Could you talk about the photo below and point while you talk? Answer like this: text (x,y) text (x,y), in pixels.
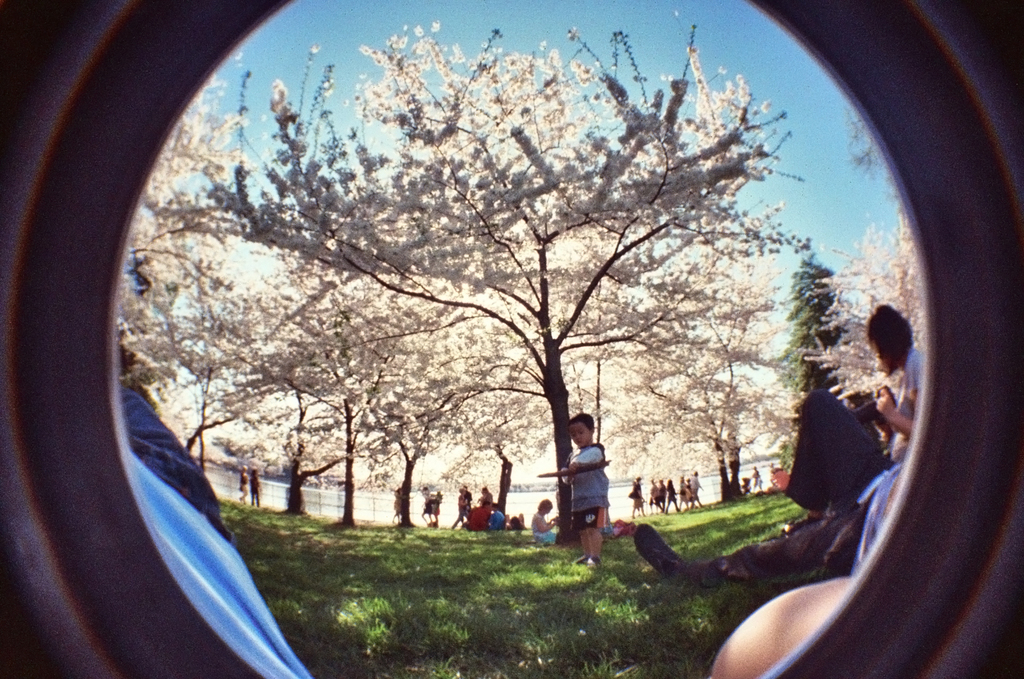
At the bottom (546,559), we see the grass (506,587). In the middle (584,433), we see the boy (583,488) is standing and he is holding something in his hands (565,465). Beside him, we see many people (544,540) are sitting on the grass (518,594). There are trees (405,523) in the background (348,504). We see the people (428,525) are standing. Beside them, we see the fence (310,507). In the background (454,505), we see water (754,465) and this water (679,483) might be in the river (743,471). At the top (355,17), we see the sky (355,17). This might be an edited image. In front of the picture, it looks like a hole (379,187) from which we can see the trees (394,166), people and the sky (264,97).
